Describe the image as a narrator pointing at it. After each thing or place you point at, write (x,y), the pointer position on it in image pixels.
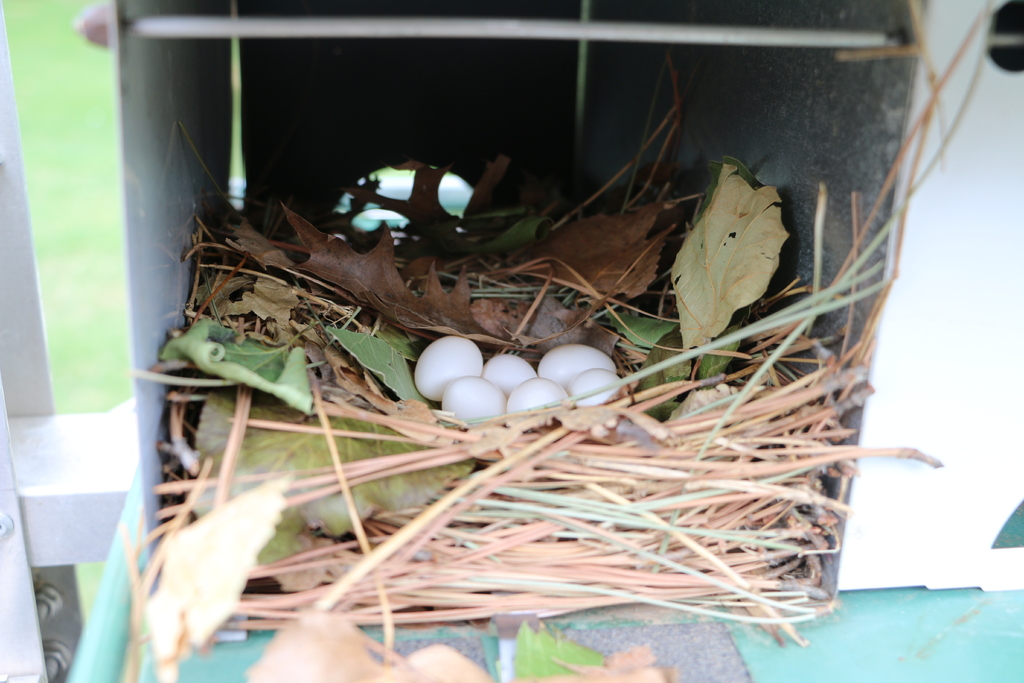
In this image I can see some grass (608,523) which is brown in color and some leaves (300,402) which are green and brown in color. On them I can see few eggs (605,356) which are white in color. I can see few surfaces (854,624) which are blue, green and white in color.
